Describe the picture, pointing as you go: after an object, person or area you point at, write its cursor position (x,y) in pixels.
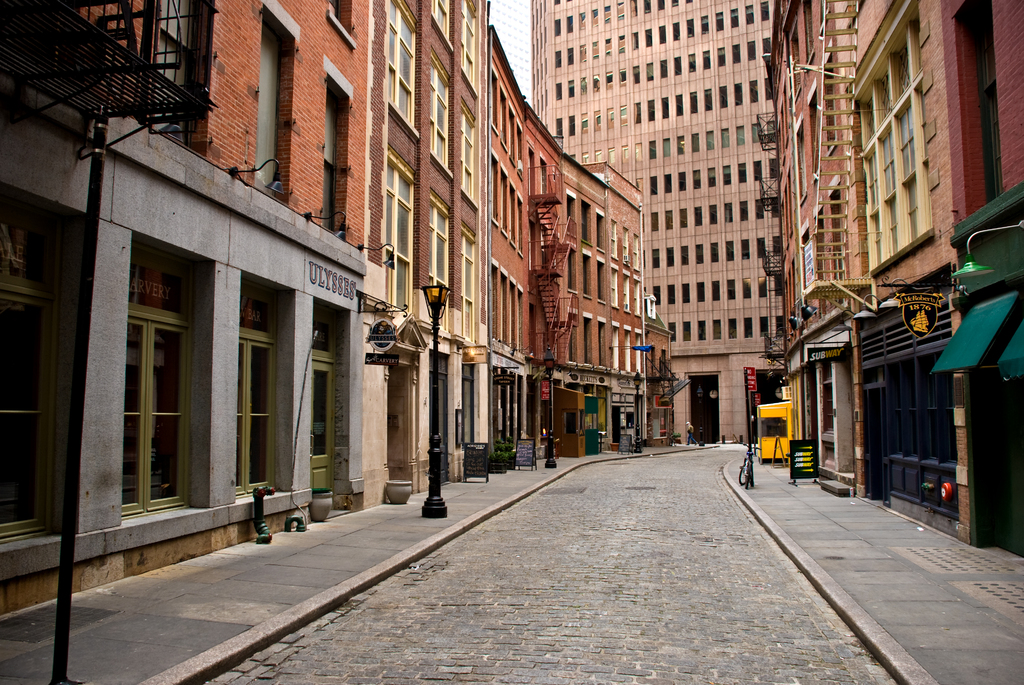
In this image, there are a few buildings (789,186), poles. We can see the ground (588,610) with some objects (771,450). We can also see some black colored objects (177,114) on the top left corner (149,114).
